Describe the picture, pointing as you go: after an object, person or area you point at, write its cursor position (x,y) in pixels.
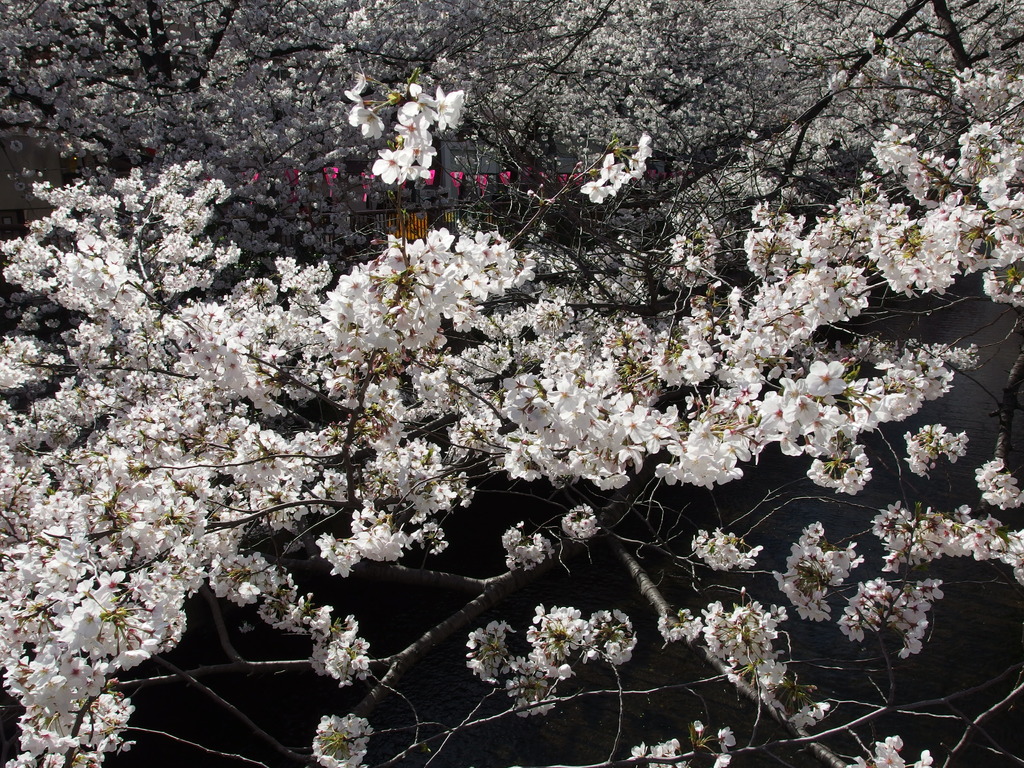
In this image we can see trees (622,508) with white color flowers (460,295).
